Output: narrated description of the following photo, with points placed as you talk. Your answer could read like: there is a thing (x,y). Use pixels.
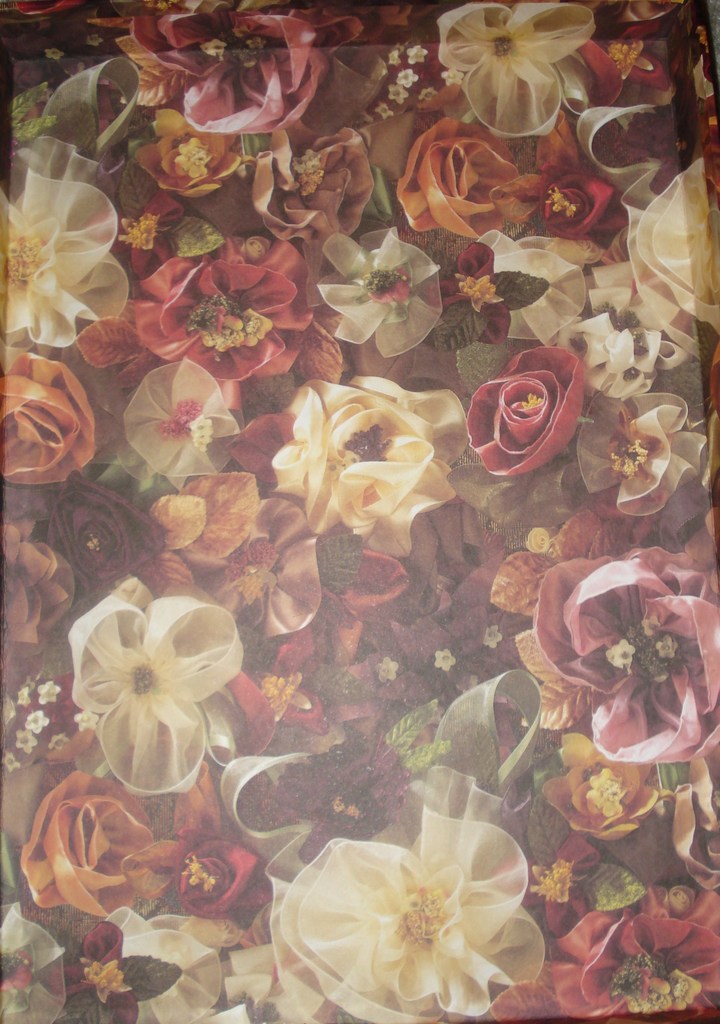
In this image we can see a paper (676,565) and there are flowers (293,614) printed on the paper (418,459).
